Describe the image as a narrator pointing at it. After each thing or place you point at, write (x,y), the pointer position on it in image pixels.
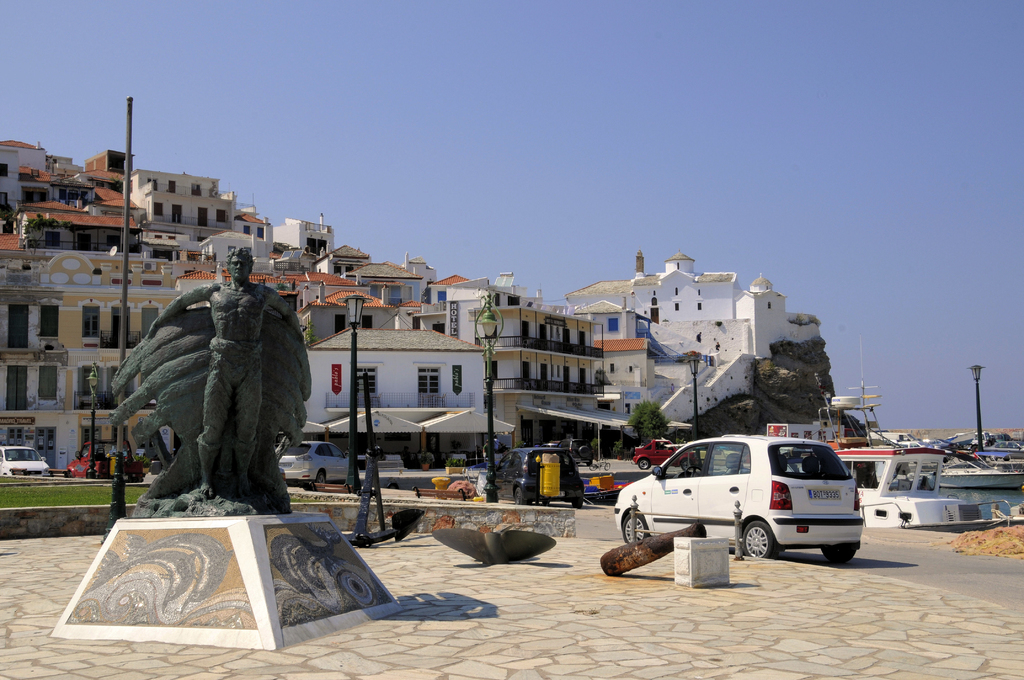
This image is clicked outside. There is the statue (183,470) on the left side (242,479). There are buildings (510,384) in the middle (617,421). There is a car (652,508) in the middle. There is sky (472,181) at the top (334,181).
